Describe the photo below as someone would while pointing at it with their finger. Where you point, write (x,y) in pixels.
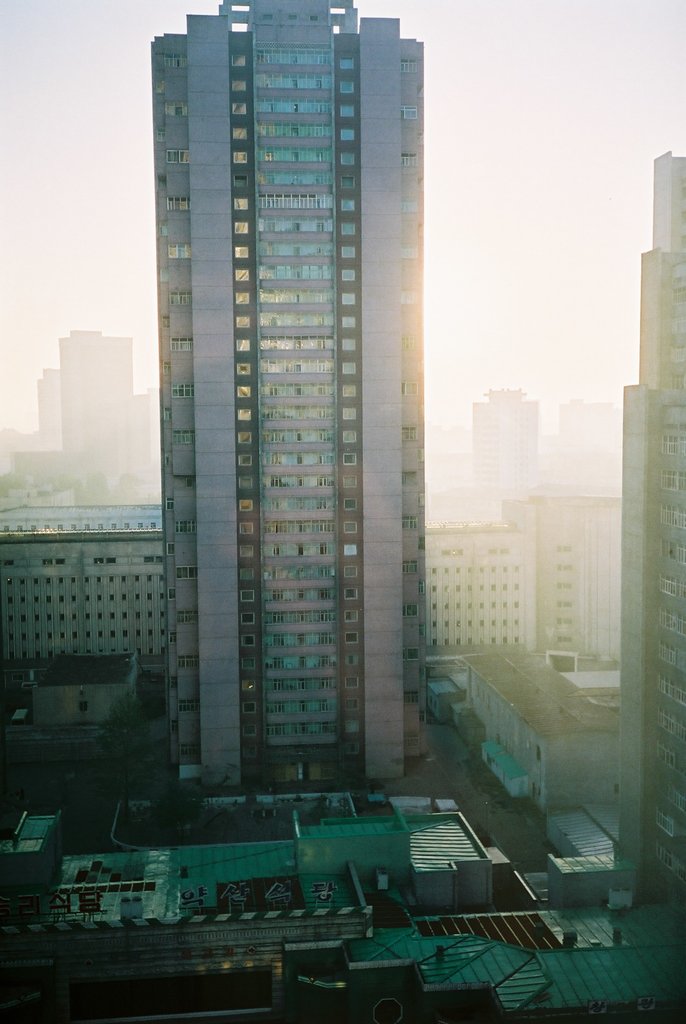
In this picture there is a huge building (357,431) in the center (268,412) and it is surrounded by the tiny buildings (39,462). On the top (488,170) there is a sky (508,167).
